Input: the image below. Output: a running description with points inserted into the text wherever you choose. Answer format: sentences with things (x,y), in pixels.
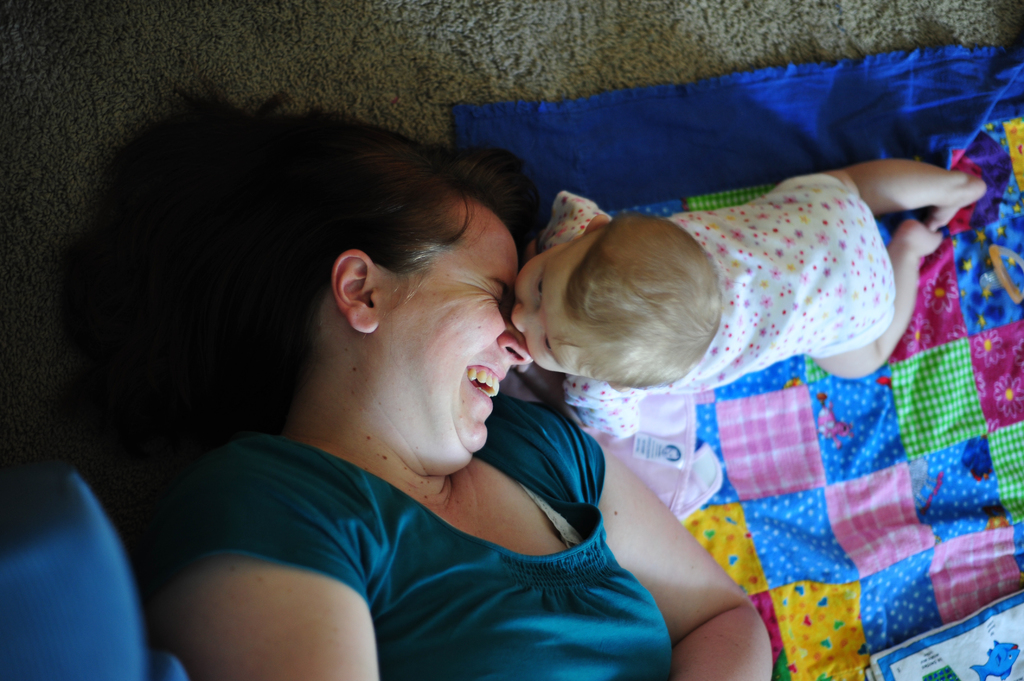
Here there is a woman (451,376) lying on the floor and there is a kid (725,374) crawling on a cloth (783,392) beside the woman (533,668).
